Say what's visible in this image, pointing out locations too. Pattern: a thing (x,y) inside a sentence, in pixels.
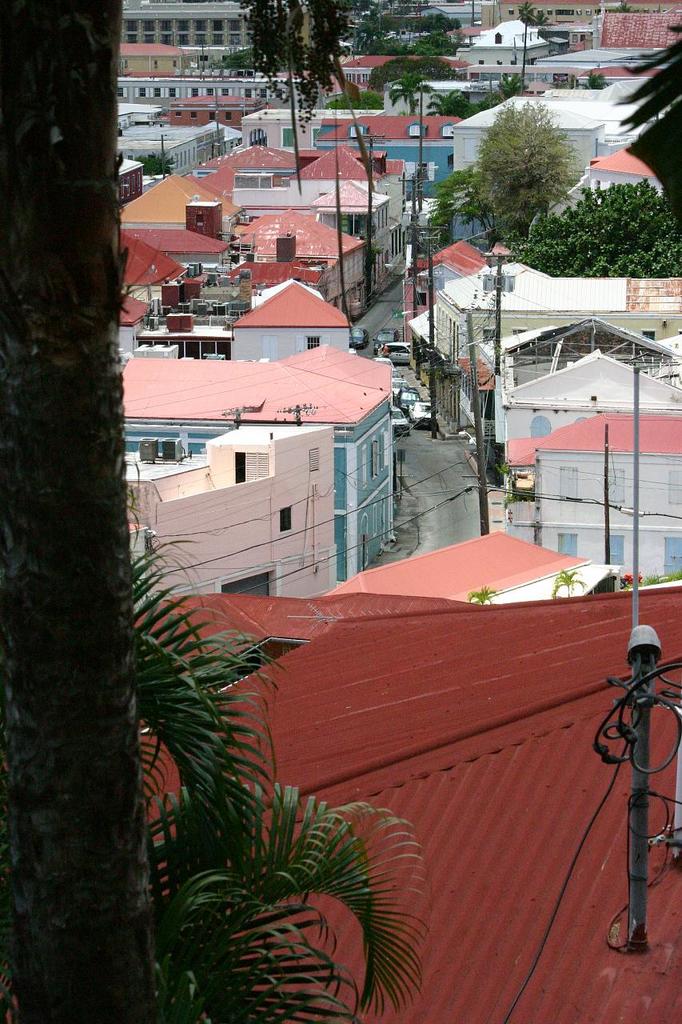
There are many houses (369,407) in the image. There are many trees (417,67) in the image. There are few cars (415,400) are parked on the road (410,382).
